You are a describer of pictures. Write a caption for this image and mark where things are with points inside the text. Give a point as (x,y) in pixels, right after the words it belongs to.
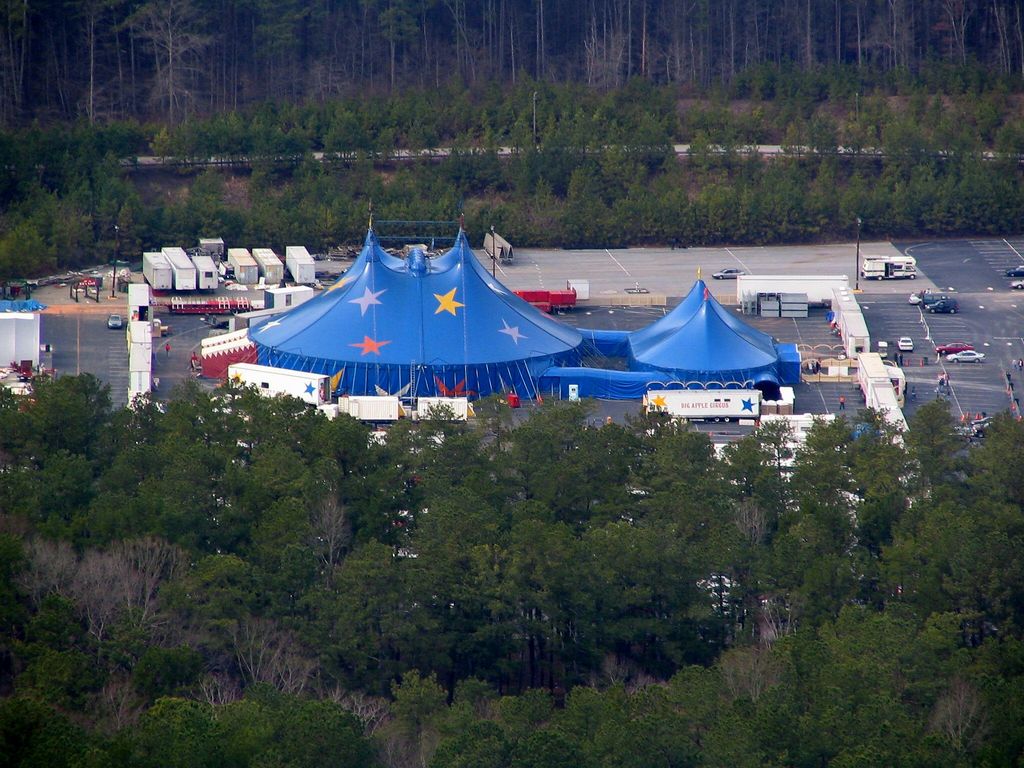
In this image, these look like tents (385,313), which are blue in color. I think these are the iron containers (266,374). I can see few vehicles (879,276) on the road (118,340). These are the trees (601,607) with branches (655,132) and leaves (493,139).
